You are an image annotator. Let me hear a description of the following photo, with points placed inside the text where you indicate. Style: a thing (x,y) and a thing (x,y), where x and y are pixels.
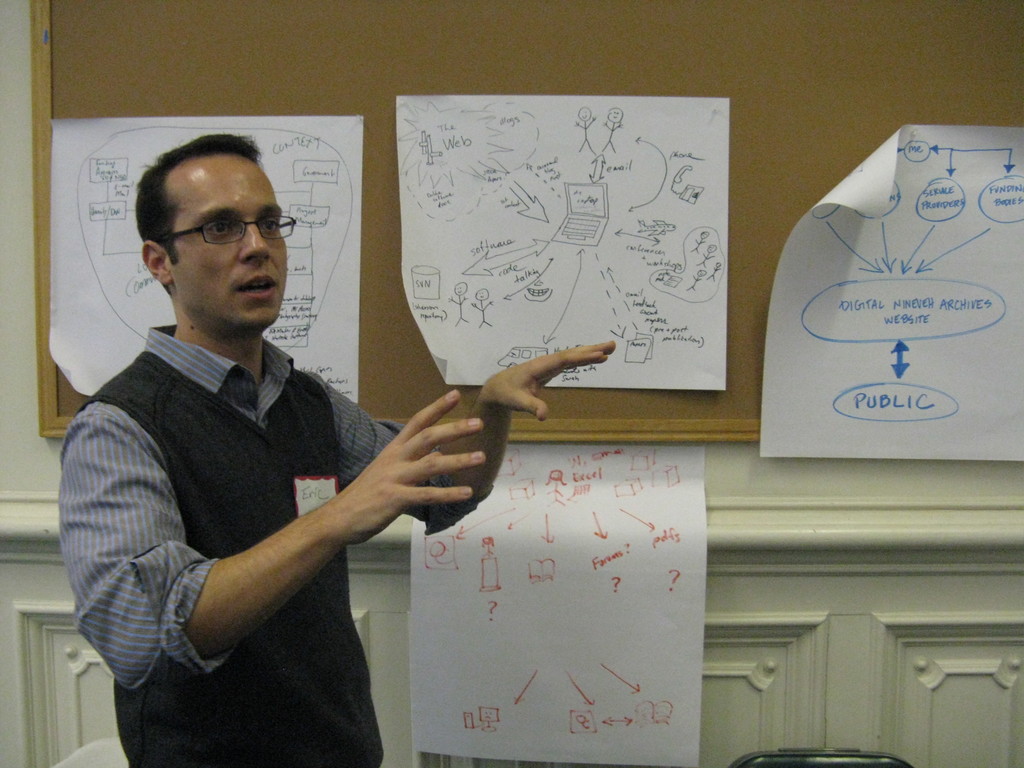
In this image I can see a person (329,675) standing and the person (184,627) is wearing gray jacket (222,474) and blue color shirt (129,475) and I can see few papers (775,340) attached to the board (844,157). The board (803,143) is in brown color and I can see the wall (839,674) in white color.
